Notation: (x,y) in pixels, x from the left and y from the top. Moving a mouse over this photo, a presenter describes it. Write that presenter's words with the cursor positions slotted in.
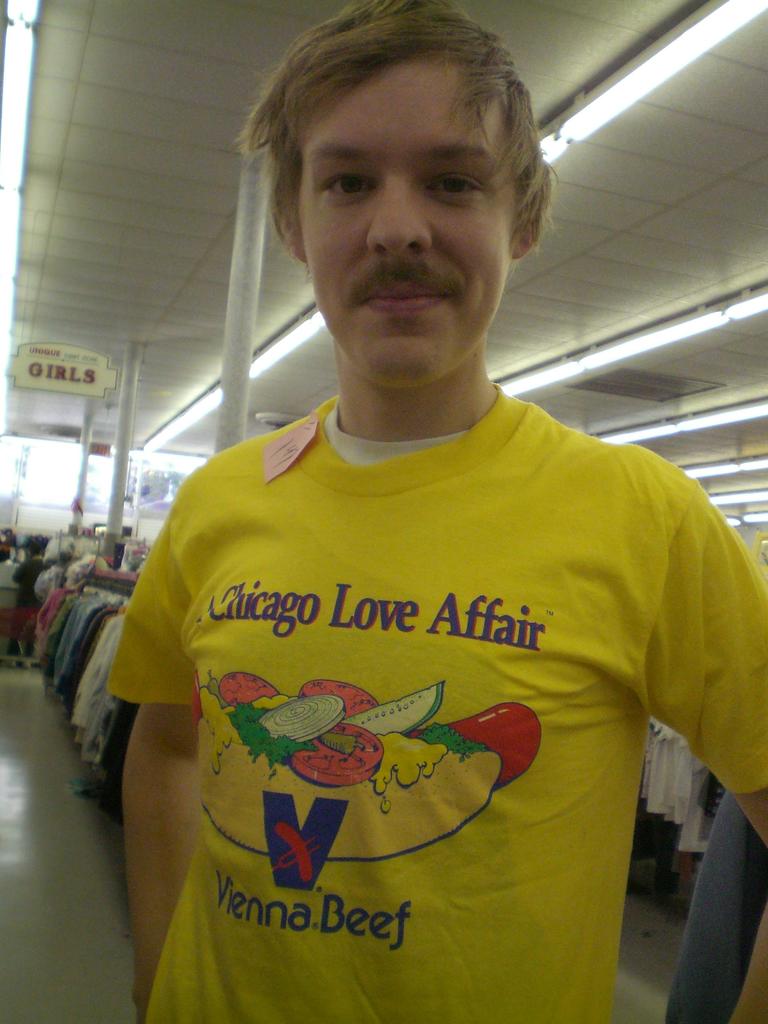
In this image I can see a man (704,566) standing behind him there are so many clothes (716,948) displayed also there are pillars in the middle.
